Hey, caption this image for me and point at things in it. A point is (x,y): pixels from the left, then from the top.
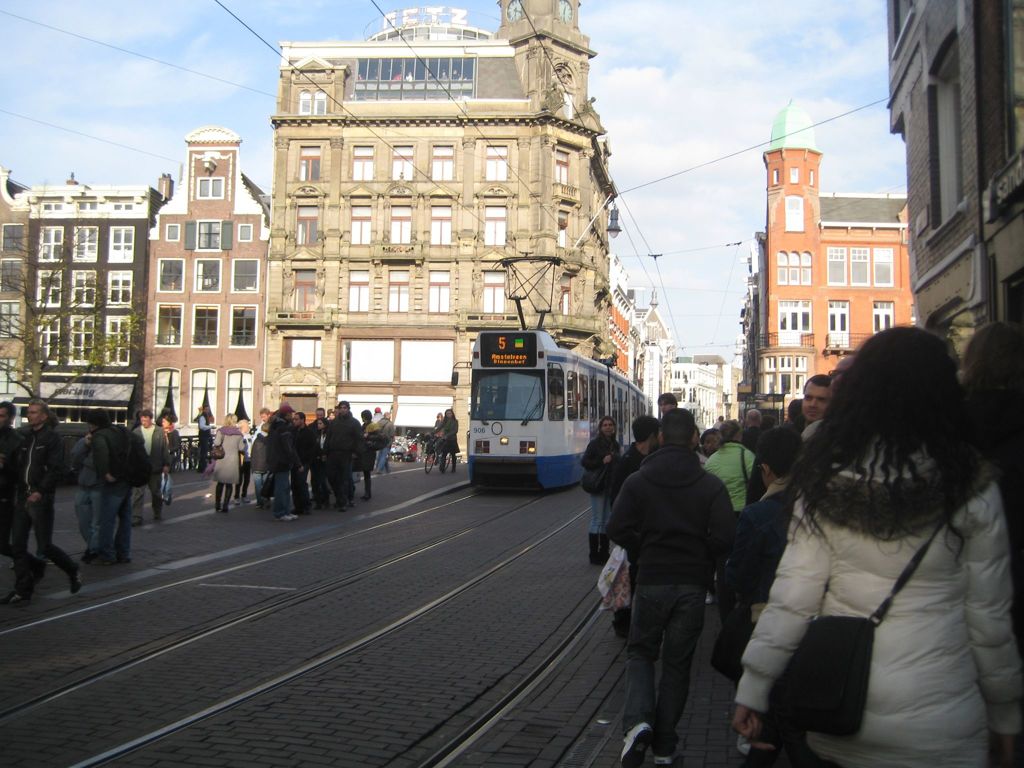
In this image I can see group of people (988,691) some are standing and some are walking, in front (579,436) I can see a train (485,456) in white and blue color. Background (459,291) I can see few buildings (752,260) and sky (754,89) in white and blue color.
